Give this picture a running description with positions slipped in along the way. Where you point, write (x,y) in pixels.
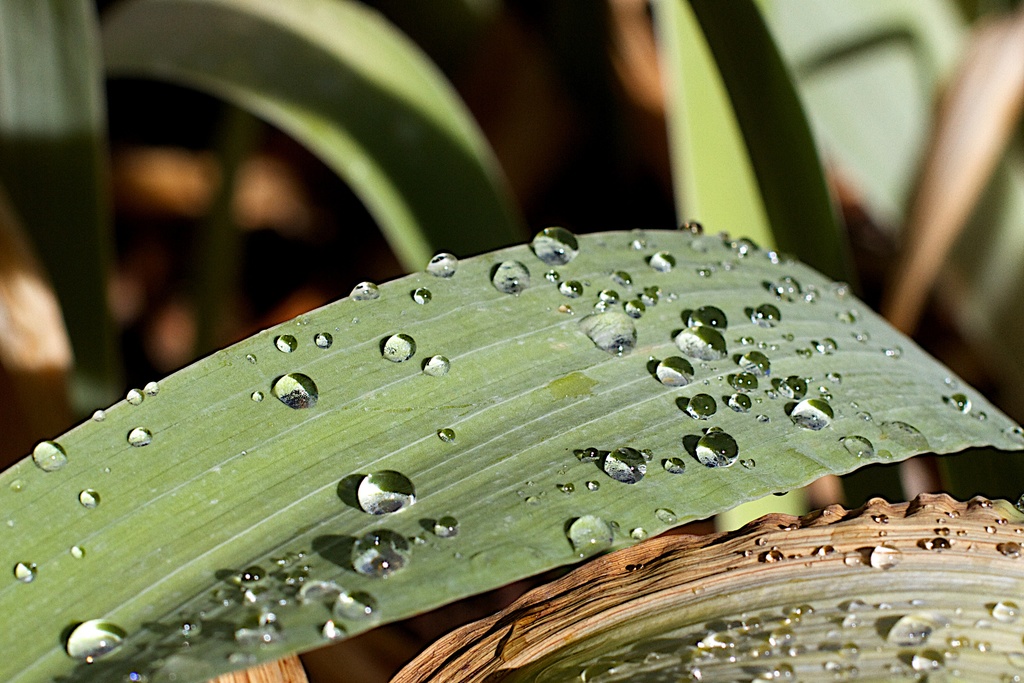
This image consists of a plant (491,213). In the front (643,484), we can see a leaf (408,596) on which there are water droplets (384,505).
